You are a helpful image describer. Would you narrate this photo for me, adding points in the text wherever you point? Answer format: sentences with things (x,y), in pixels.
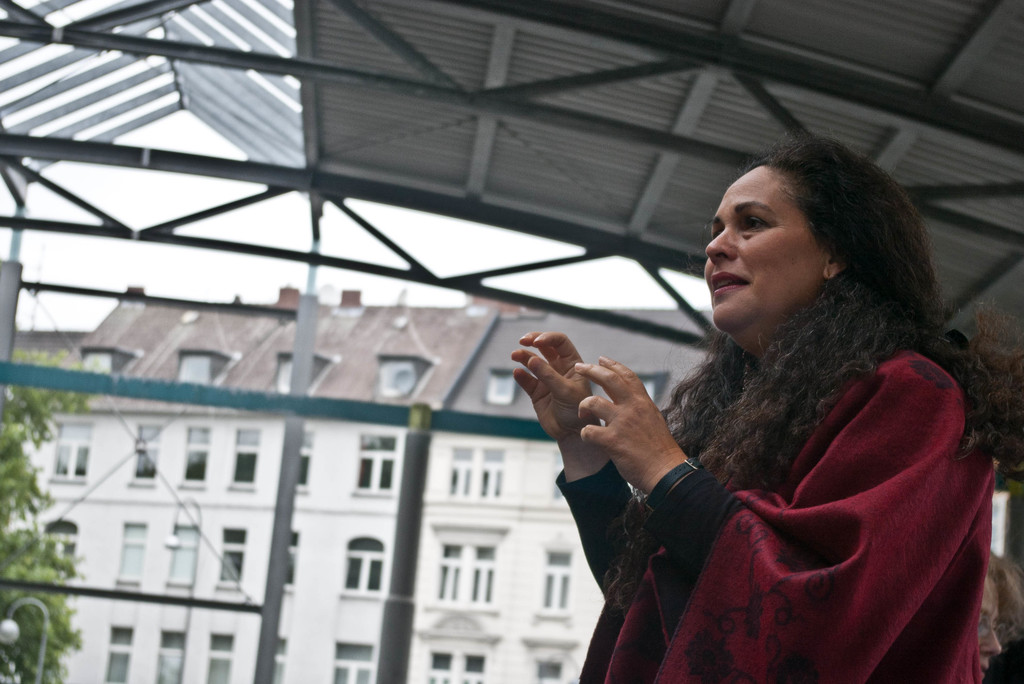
In this image I can see two people (634,485) and one person (642,533) wearing the black and maroon color dress (724,553). These people (814,564) are under the shed (374,134). In the background (33,408) I can see the tree (40,492), pole (131,599), building (85,619) with windows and the sky (135,219).
